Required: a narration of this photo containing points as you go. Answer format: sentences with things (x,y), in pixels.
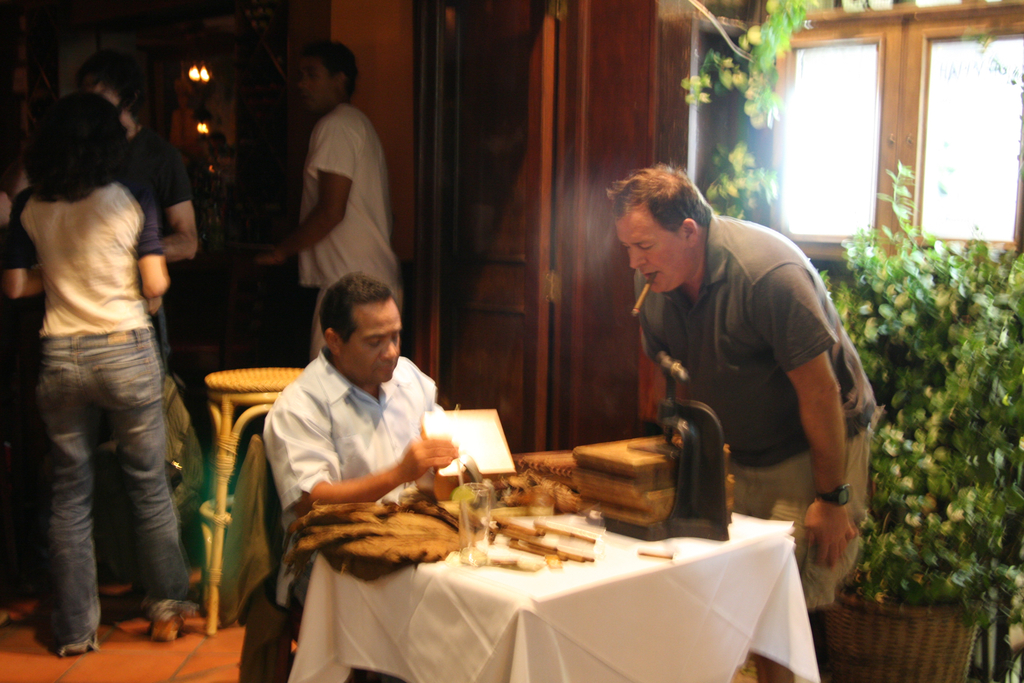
In this picture there are few people (317,199) standing and one person (395,320) is sitting on the table (447,570) and in background (901,357) there are some plants (773,54).
